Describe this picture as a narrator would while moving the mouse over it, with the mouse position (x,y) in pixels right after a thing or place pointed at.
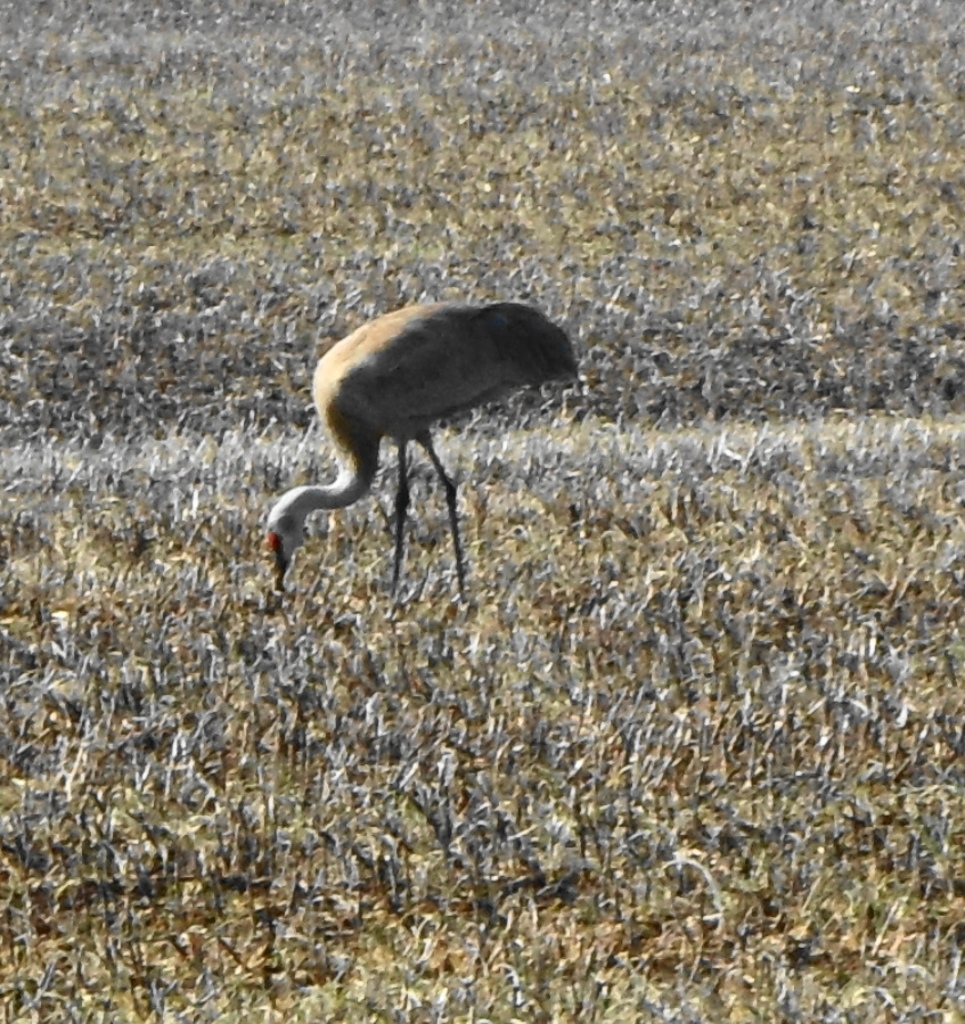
In the center of the picture (513,369) there is a bird (312,488), in the field (650,531). In this picture there are plants (383,215).
